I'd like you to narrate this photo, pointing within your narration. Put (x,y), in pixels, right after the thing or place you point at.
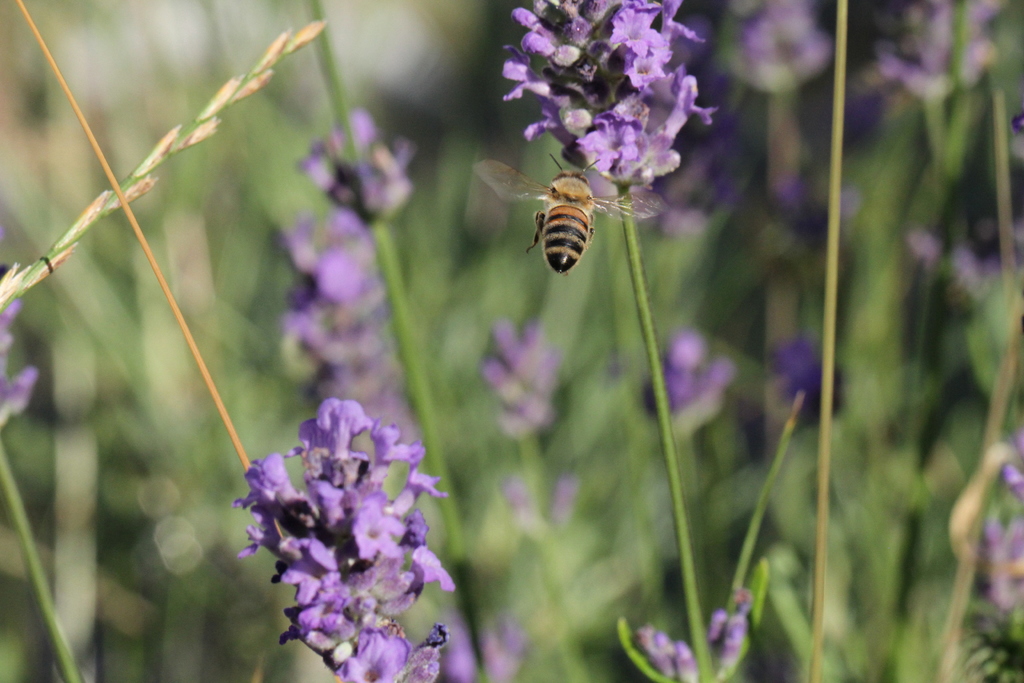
In the center of the image (571,265) there is honey bee (518,190). There is a flower (677,98). There are many plants (642,463) in the image.
